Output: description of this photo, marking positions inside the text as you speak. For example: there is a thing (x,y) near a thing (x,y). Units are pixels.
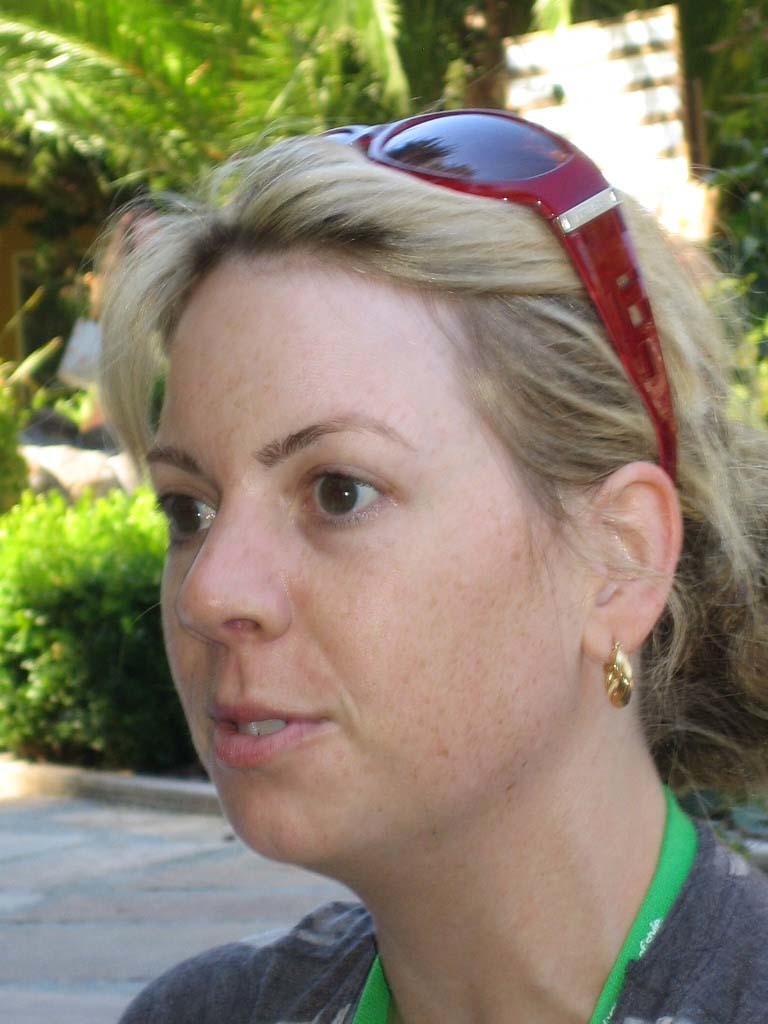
In the center of the image (403,599) we can see one woman (525,925) wearing glasses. And she is in a different costume (281,950). In the background (588,55), we can see trees (235,94), plants (714,60), one banner (588,55), road (4,881) and a few other objects (45,439).
